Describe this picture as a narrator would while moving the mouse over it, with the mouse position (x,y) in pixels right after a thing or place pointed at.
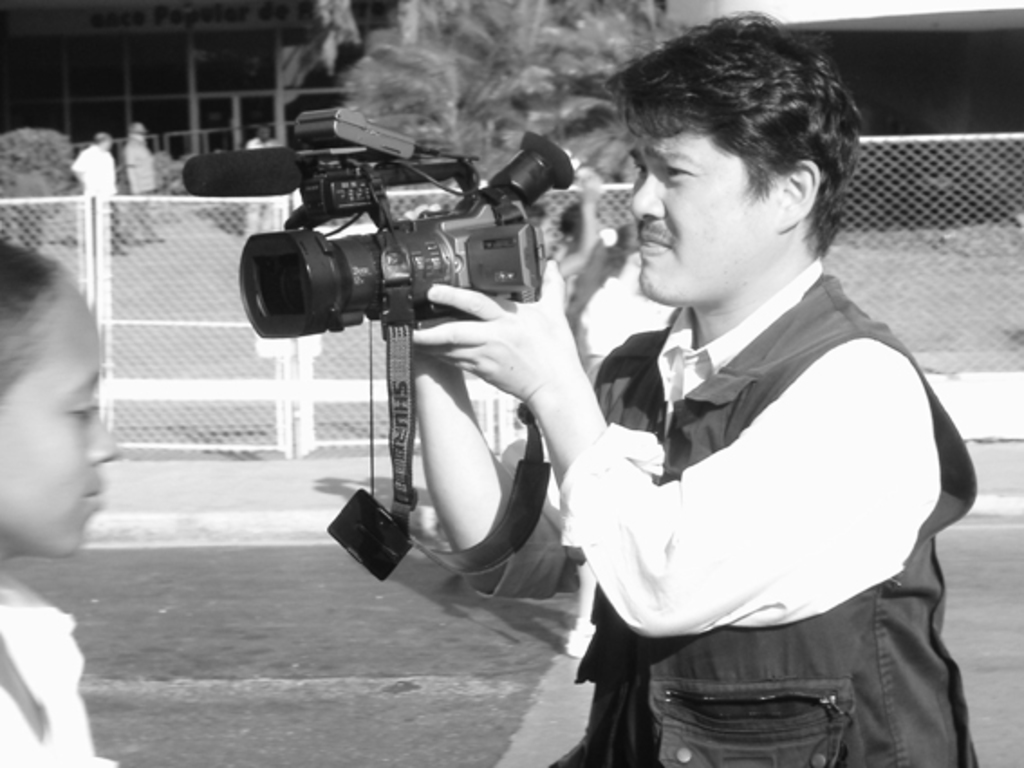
This picture is clicked outside the city. Man (754,447) in white and black jacket (738,511) is holding video camera (231,173) in his hands (478,363) and he is taking video on it. In front of him, we see a girl (62,627) in white shirt (50,673). Behind them, there is a white fence (190,228) and behind fence (116,203), we see two men (144,172) standing and talking to each other. Beside them, we see trees (489,72) and behind the trees (634,16), we see building (862,36).
